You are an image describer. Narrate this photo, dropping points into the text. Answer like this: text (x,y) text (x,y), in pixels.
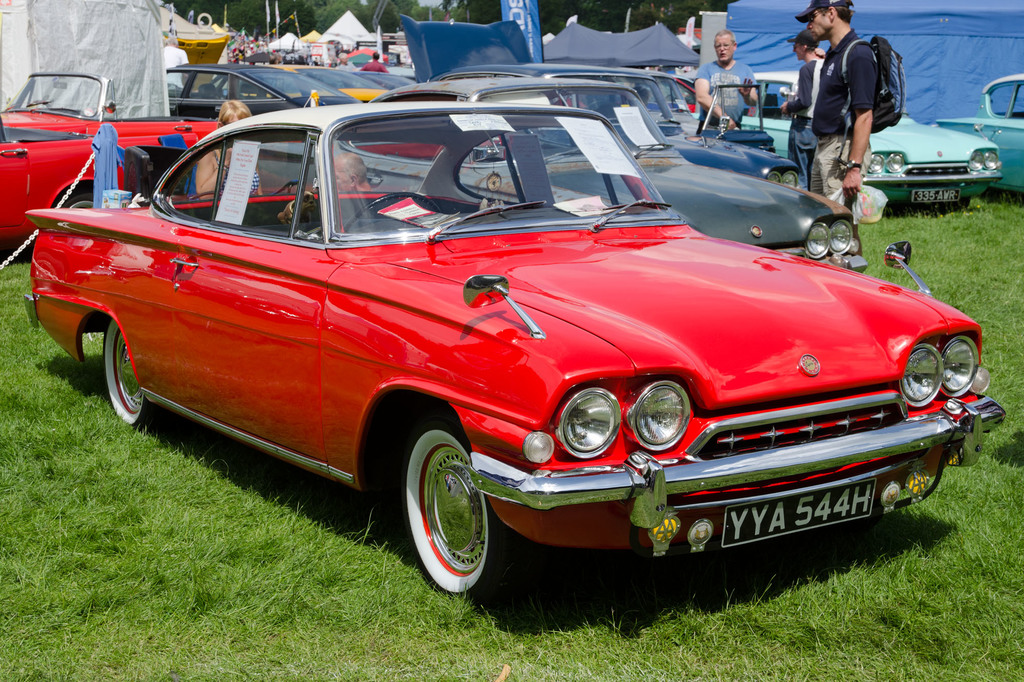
In this image we can see many vehicles (409,519) parked on the grass (635,585). We can also see the tents (335,26) for shelter. Image also consists of a banner (524,15), flags (293,16), trees (336,20) and there are three persons (845,83) standing on the right (818,138).
